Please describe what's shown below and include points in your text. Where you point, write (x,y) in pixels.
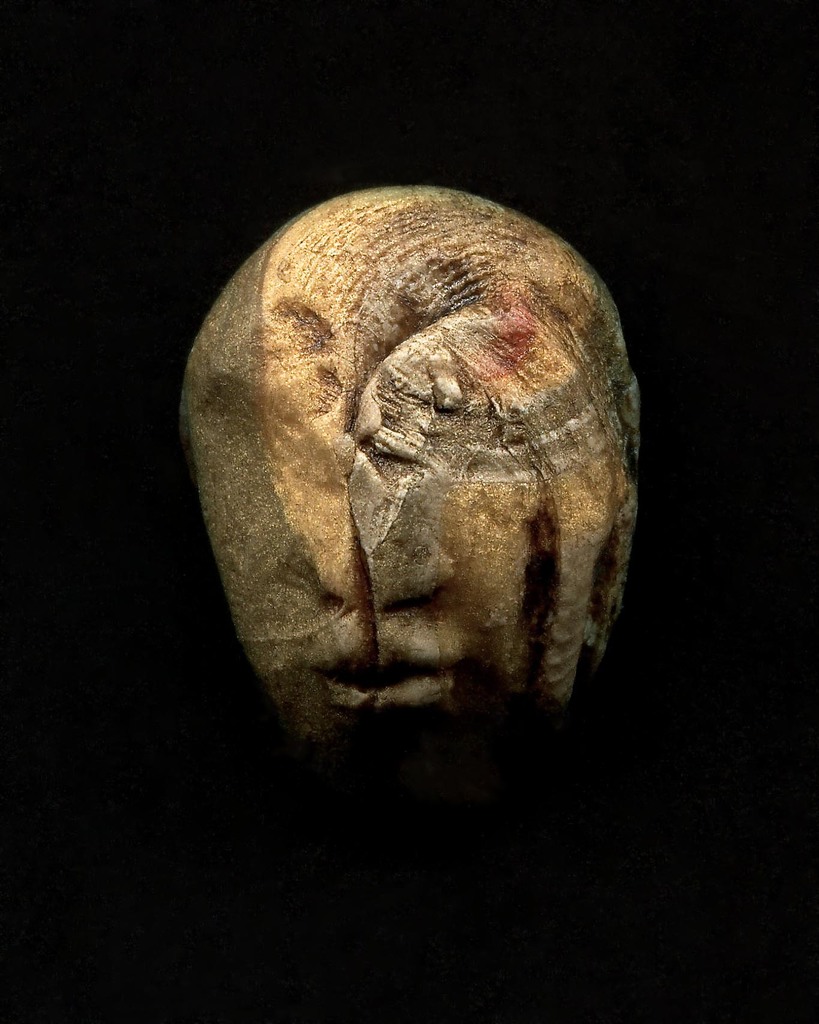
This picture contains sculpture (421,489). In the background (185,799), it is black in color.
